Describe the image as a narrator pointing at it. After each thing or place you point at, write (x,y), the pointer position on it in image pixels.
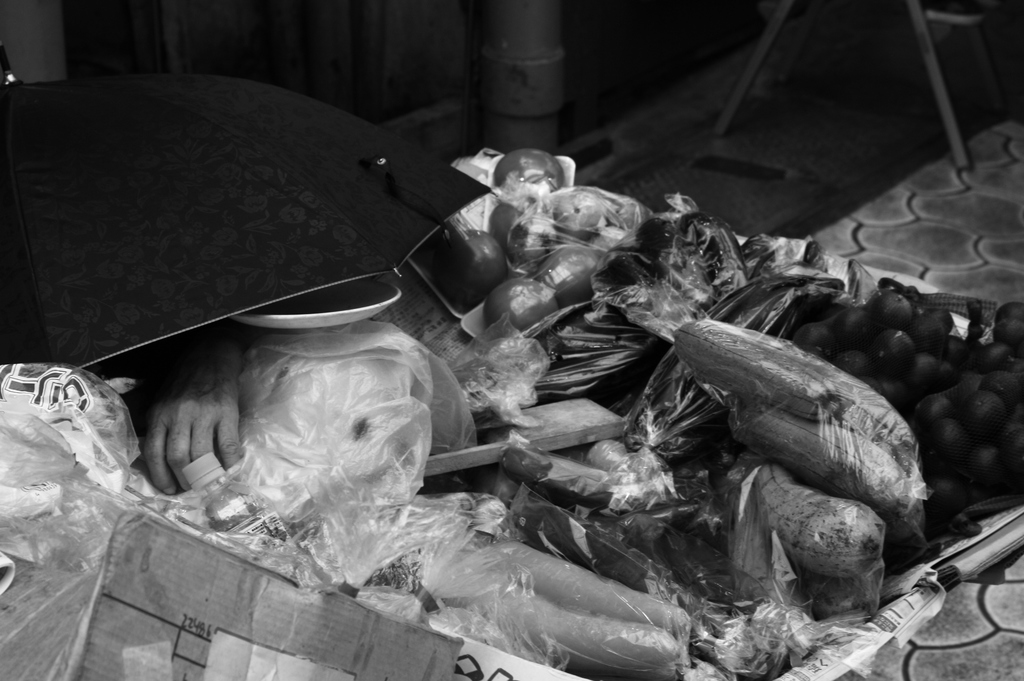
It looks like a black and white picture. We can see there is an umbrella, cardboard sheet (213,617), vegetables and some vegetables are wrapped in the covers (318,436). Behind the umbrella (260,149), it looks like a pipe (510,33) and a chair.
